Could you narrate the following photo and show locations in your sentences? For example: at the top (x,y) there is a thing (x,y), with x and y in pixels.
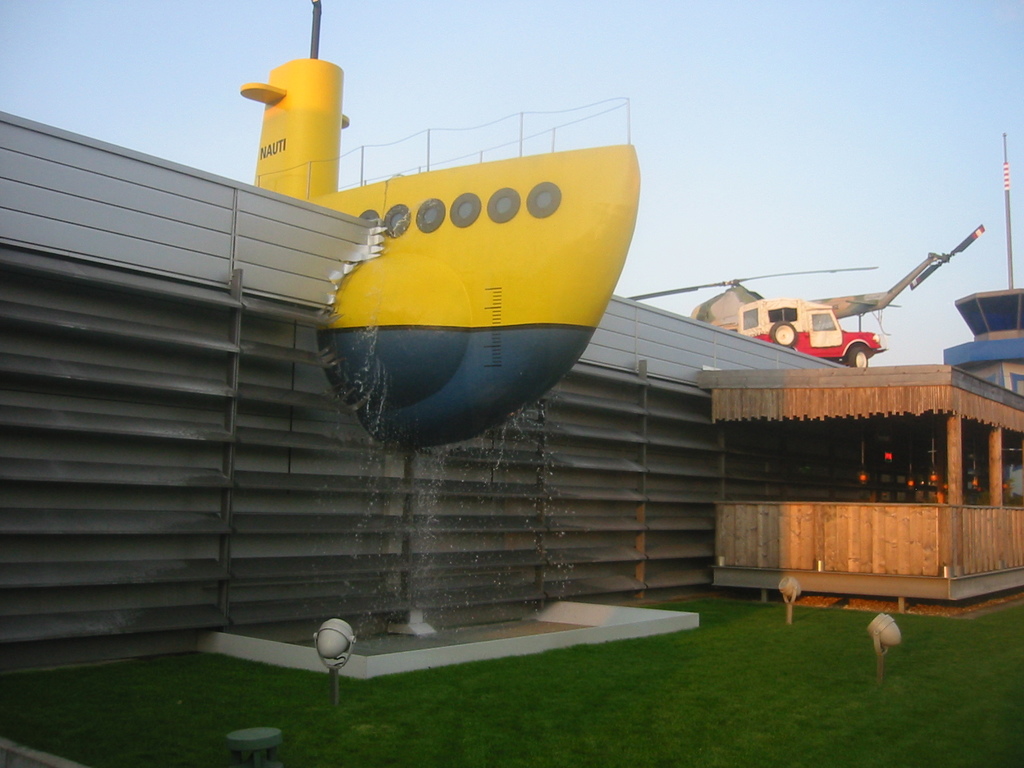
It is a yellow color boat shaped thing (510,256) in the wall (319,365). At the top (690,189) it's a blue color sky (845,123).
